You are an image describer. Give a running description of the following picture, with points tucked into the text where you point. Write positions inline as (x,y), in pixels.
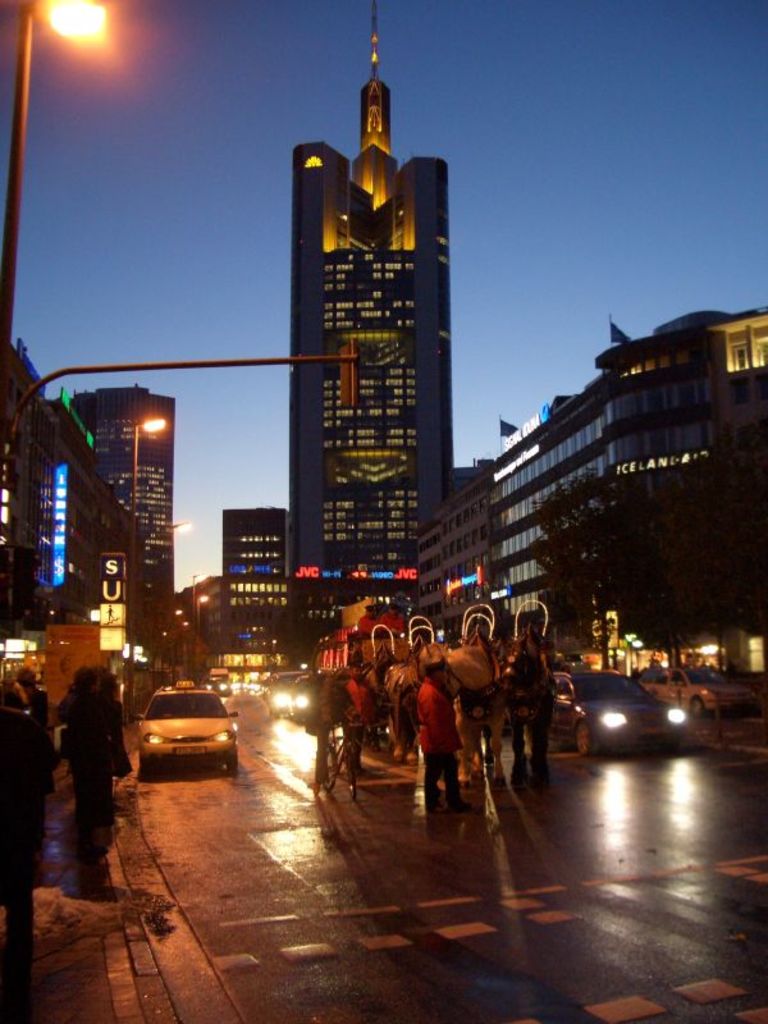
There are few vehicles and persons (367,704) on the road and there are buildings (156,471) on either sides of it and there are trees (656,552) in the right corner (645,576).
